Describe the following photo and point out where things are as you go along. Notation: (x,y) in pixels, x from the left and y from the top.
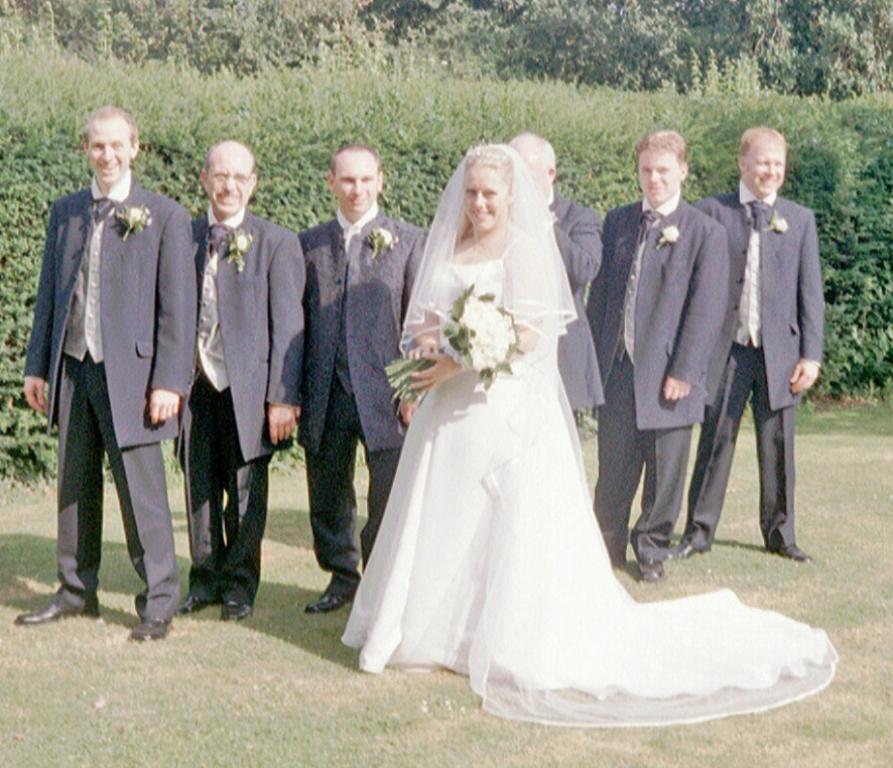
This picture describes about group of people (351,248), in the middle of the image (500,294) we can see a woman (489,225), she is holding a bouquet (496,313) and she wore a white color dress (522,373), in the background (630,24) we can see few trees (521,69).
